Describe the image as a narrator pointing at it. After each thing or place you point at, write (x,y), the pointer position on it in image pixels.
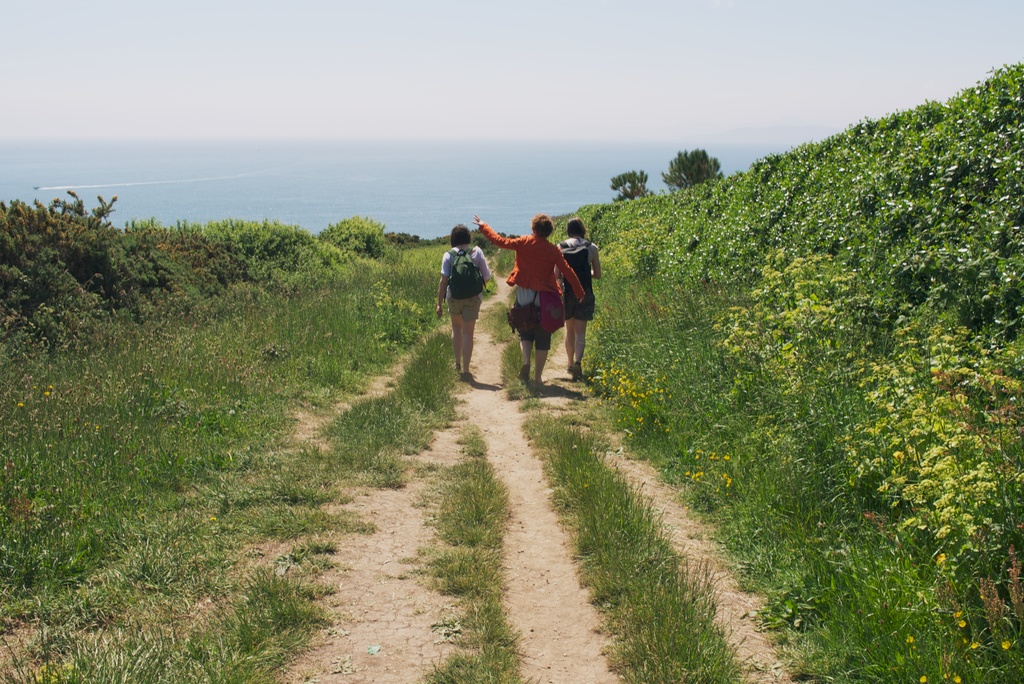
Three people (541,271) are walking. Beside this three people (595,255) there are plants (280,281) and trees (688,174).
